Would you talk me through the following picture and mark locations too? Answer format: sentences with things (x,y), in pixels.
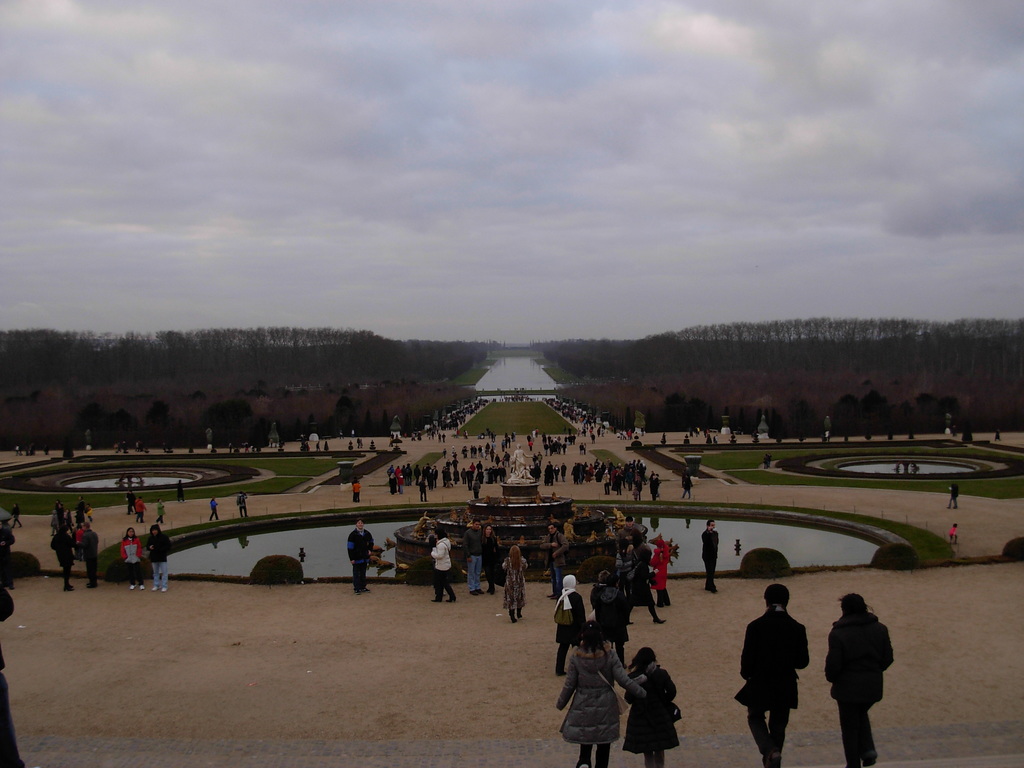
In this image we can see a group of people (554,540) standing on the ground (635,631). We can also see a statue (526,476), some plants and the ponds (747,521). On the backside (527,361) we can see a group of trees (668,416), water (538,371) and the sky (615,217) which looks cloudy. On the bottom of the image (771,660) we can see some people (753,660) walking downstairs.
